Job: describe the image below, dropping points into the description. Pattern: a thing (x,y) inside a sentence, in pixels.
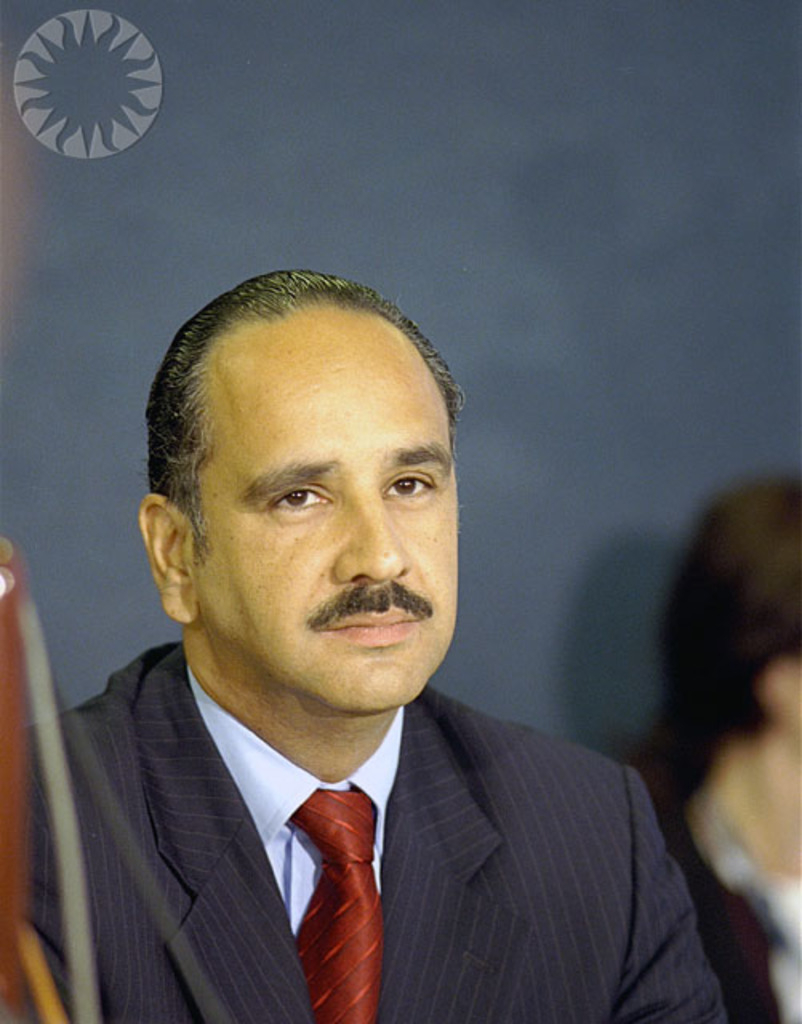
In this picture we can see a man (310,767) in the blazer (428,848). Behind the man (311,642) there is the blurred background (634,539). On the image there is a watermark (92,34).
